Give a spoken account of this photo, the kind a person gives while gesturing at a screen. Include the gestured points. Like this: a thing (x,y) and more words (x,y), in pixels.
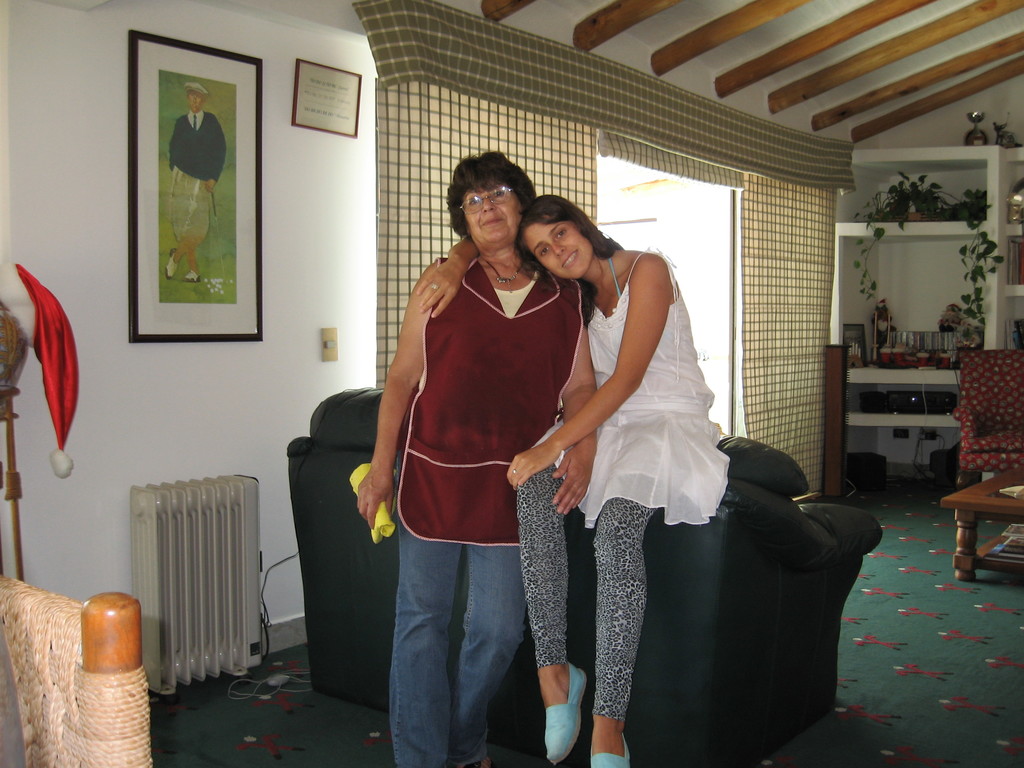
In this image there are two persons (612,359) smiling, there is a person (632,341) sitting on the couch (731,463) and holding another person (481,588), there are frames (154,136) attached to the wall (97,198), Santa Claus hat (71,392), some objects (885,318) in the shelves (913,255), there are curtains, chairs (1012,393), table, carpet (980,735).
